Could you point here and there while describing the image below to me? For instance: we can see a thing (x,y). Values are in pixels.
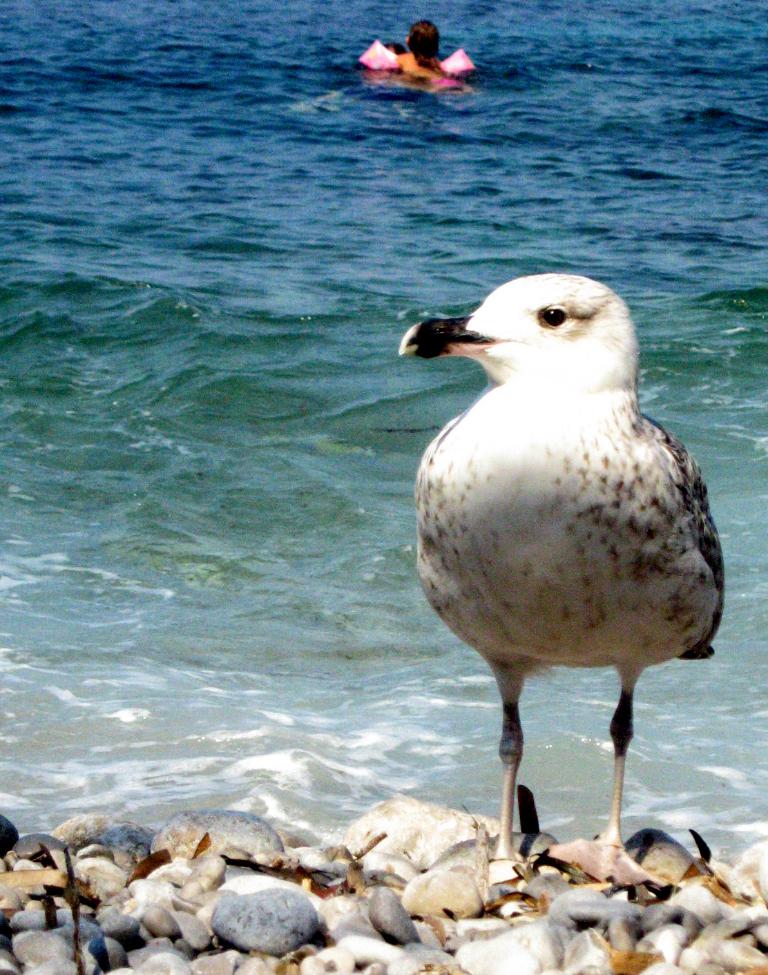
A bird (559,471) is on the stones (434,900), this is water (225,371), here people (429,47) are swimming.
